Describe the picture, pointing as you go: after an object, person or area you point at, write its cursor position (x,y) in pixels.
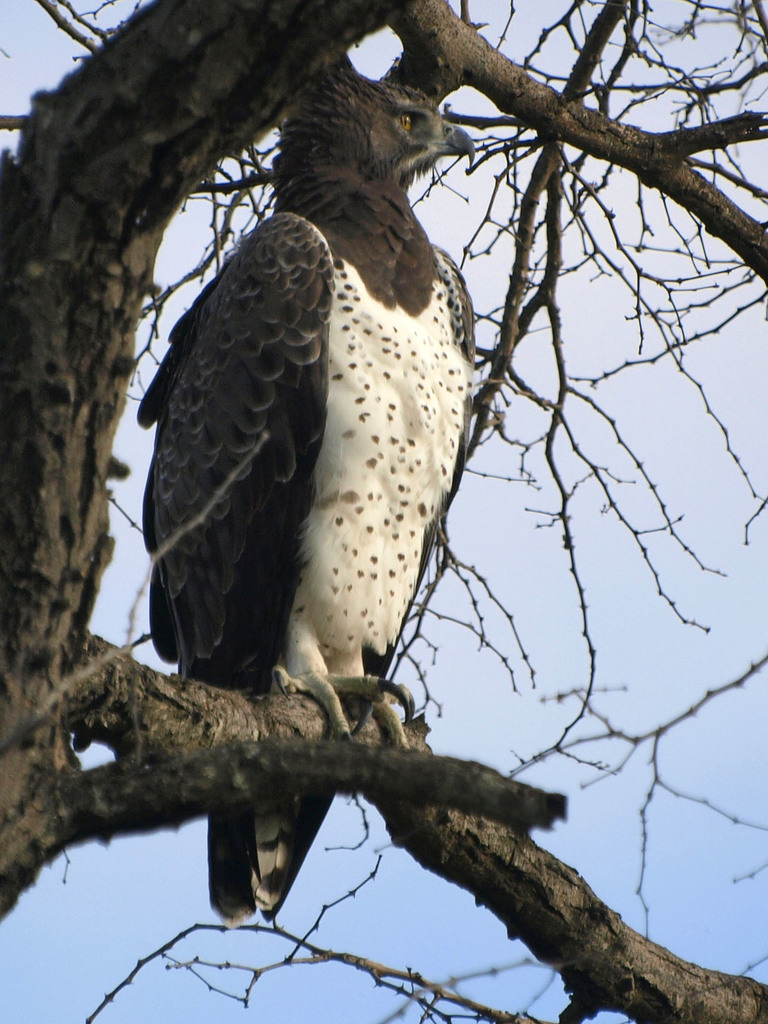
In this image we can see a bird (283,326) on the tree branch (588,939). In the background of the image (588,520) there is sky (480,520).
